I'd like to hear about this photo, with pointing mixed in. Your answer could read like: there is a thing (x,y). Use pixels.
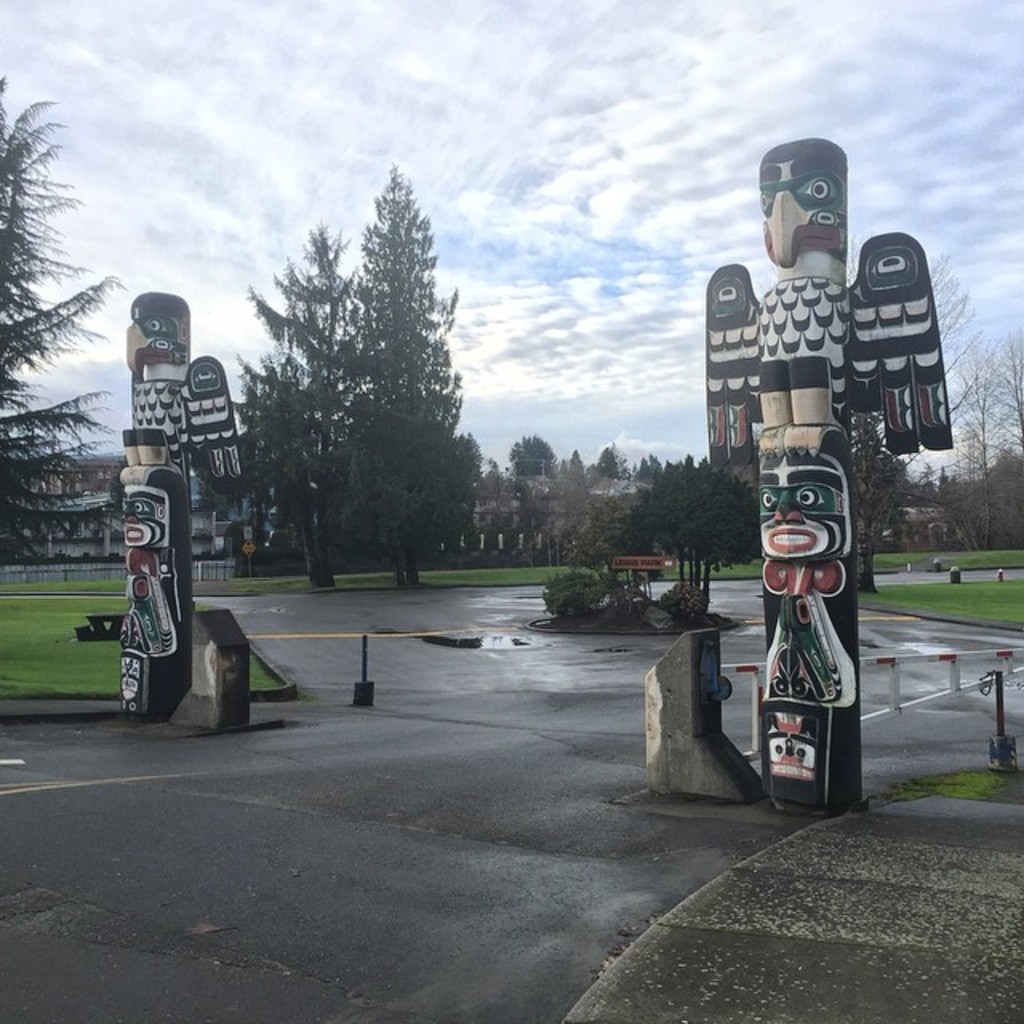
In this picture we can see the road (329,850), name board (651,560), trees (3,494), buildings (55,537), grass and in the background (606,156) we can see the sky (541,191) with clouds (650,121).
